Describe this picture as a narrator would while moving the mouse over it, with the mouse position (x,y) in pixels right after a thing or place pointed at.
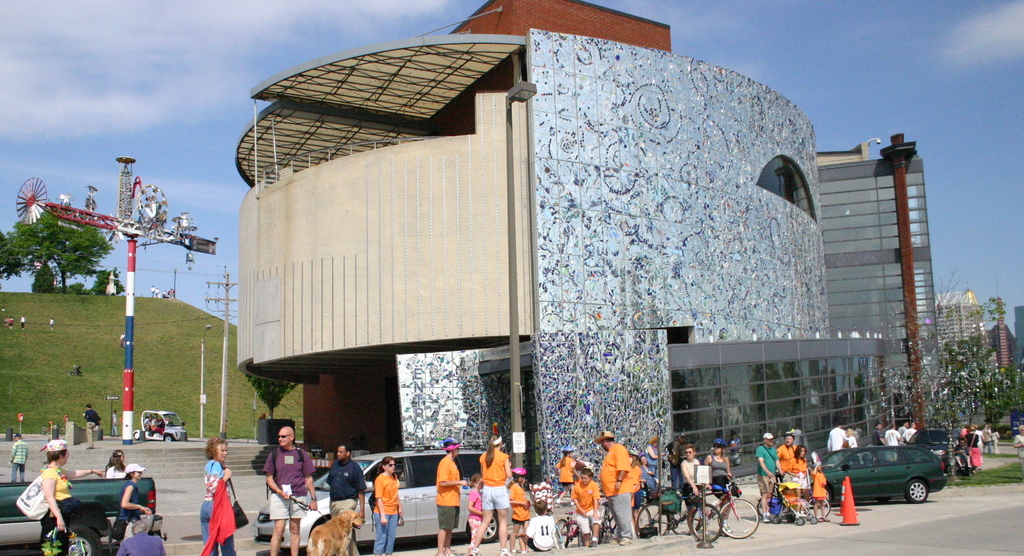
In this image we can see a group of people (474,498) standing on the ground (959,498). One person (297,460) is holding a dog (325,536) with a leash (300,506). On the right side of the image (783,480) we can see some cones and a baby carrier (788,519) placed on the ground (862,534) and the grass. In the background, we can see a group of buildings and some poles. On the left side of the image (179,351) we can see staircase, a group of trees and the grass (143,300). At the top of the image (369,33) we can see the sky (127,51).
